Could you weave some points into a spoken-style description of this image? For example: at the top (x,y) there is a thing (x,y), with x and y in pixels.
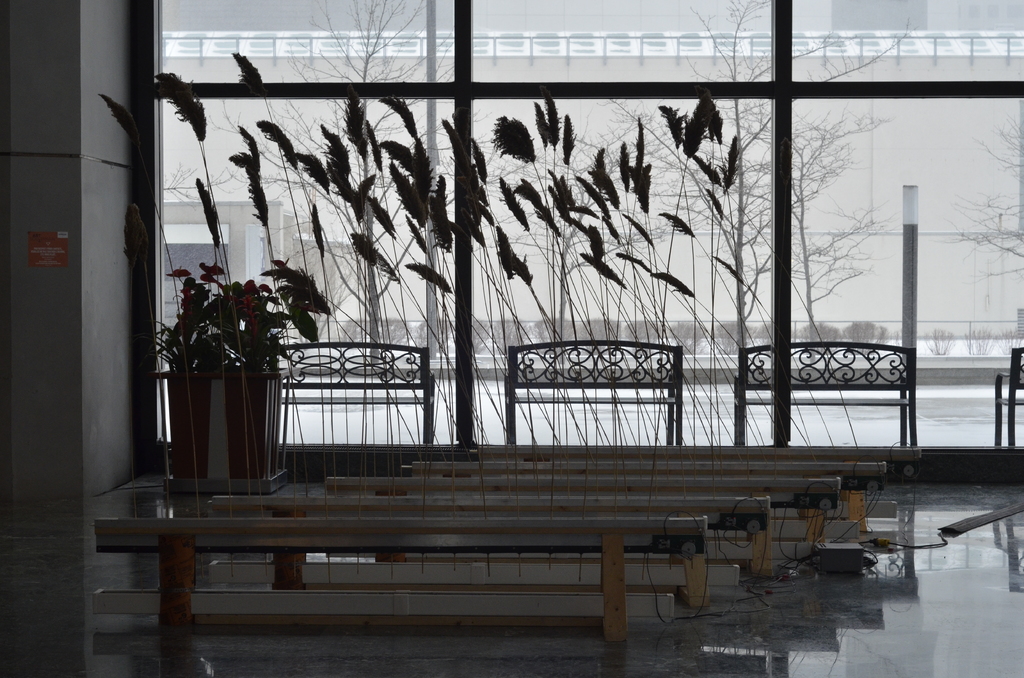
There are few reeds (460,181) and a pot (212,463).
